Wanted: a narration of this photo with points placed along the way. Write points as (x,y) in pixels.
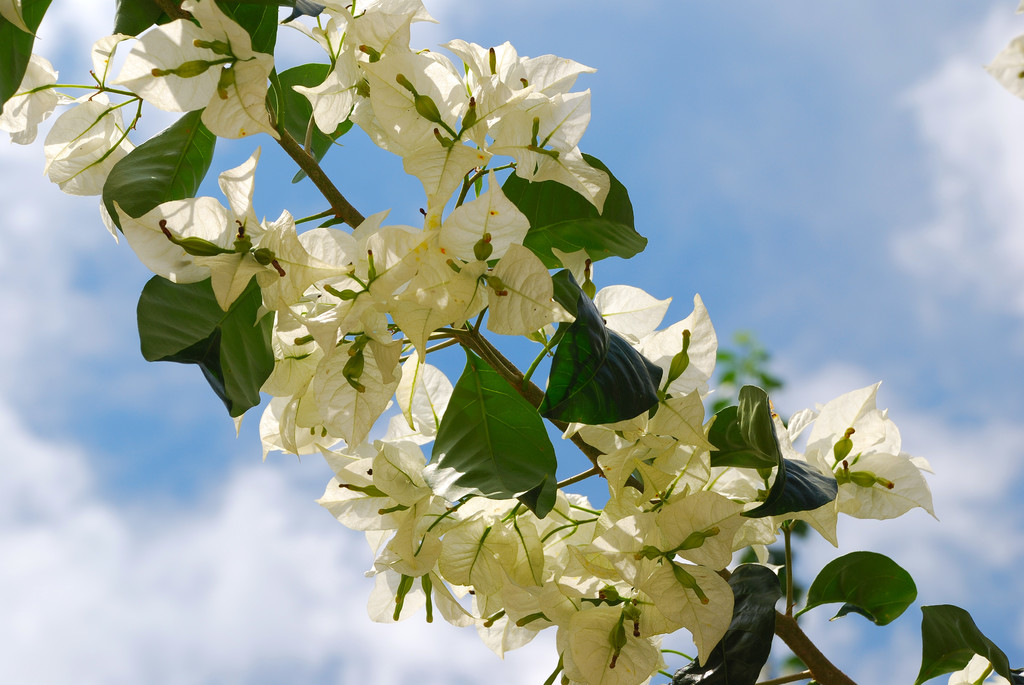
In this image we can see some flowers (421,288) on the plant (465,272), in the background (711,243) we can see the sky (463,636) with clouds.
